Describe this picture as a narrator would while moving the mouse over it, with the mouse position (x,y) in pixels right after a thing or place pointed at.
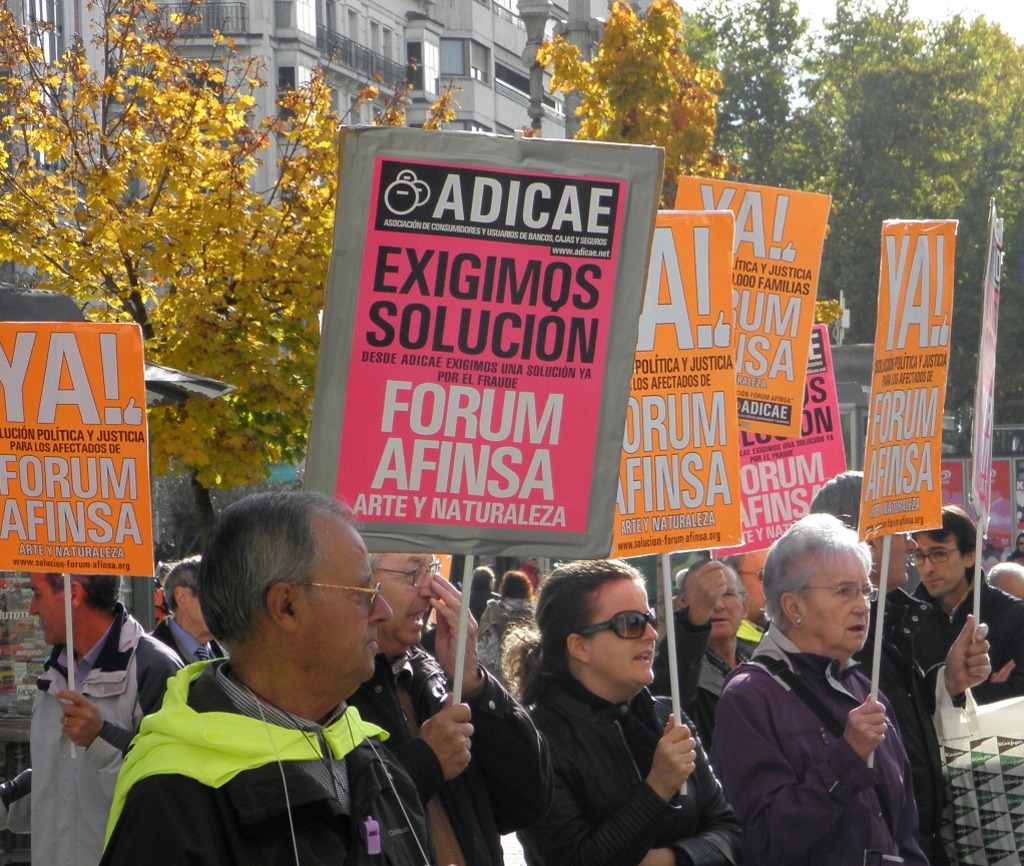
In this image there are a few people (429,566) standing and holding placards (349,506) in their hands (447,623), behind them there are trees (318,156) and buildings (386,42).
